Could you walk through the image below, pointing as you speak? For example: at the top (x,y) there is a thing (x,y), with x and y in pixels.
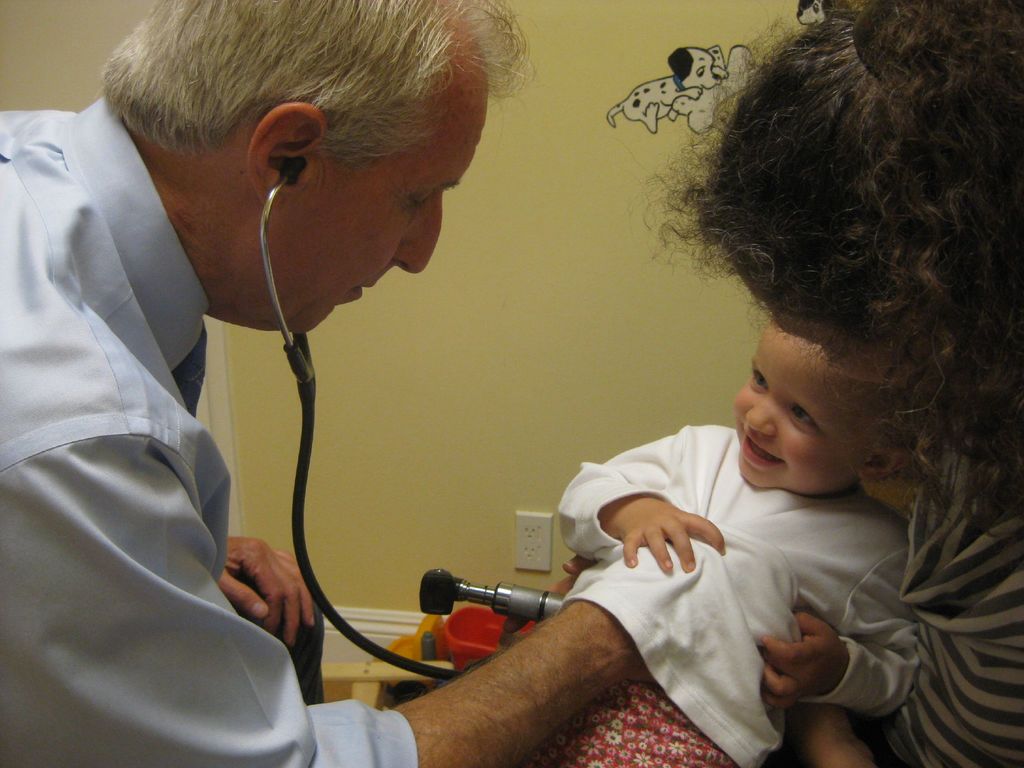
Bottom left side of the image (182,710) a man (377,149) is standing and holding a stethoscope (266,200). Behind him there is a wall (501,187), on the wall (614,85) there are some posters (701,105). Bottom right side of the image (881,712) a woman (904,706) is standing and holding a baby (636,526).
